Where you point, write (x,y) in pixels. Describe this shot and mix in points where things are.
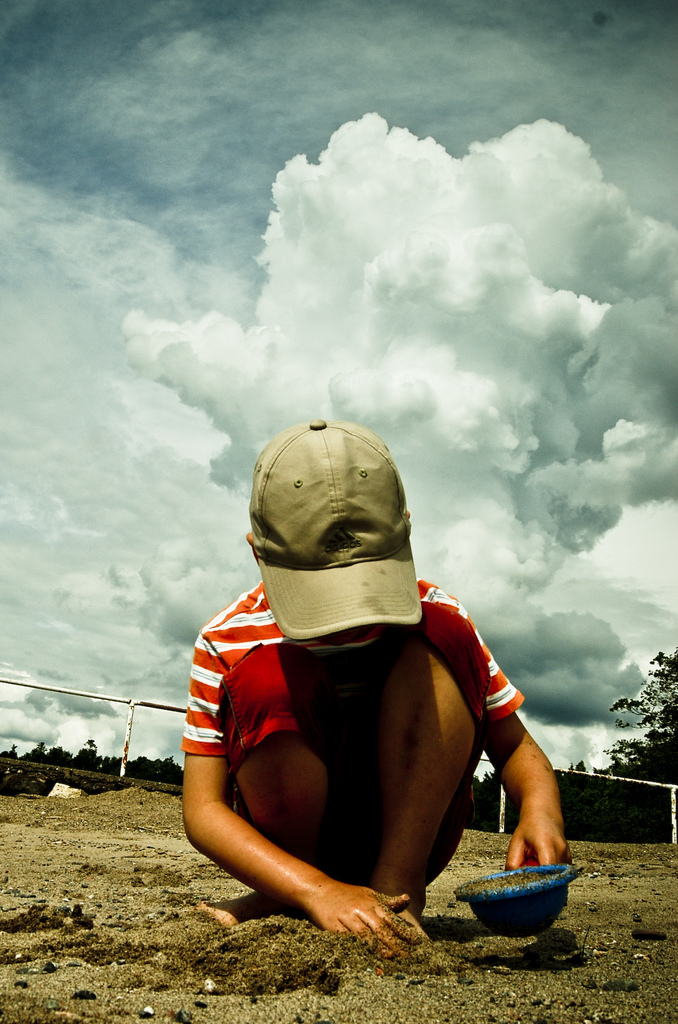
In this image I can see a boy (311,664) is sitting on the ground (445,932) and playing with the mud (314,953). He is holding a bowl (533,917) in hand (556,831). I can see a cap (326,551) on his head (331,554). In the background (613,755) there are some trees (630,799). On the top of the image (270,127) I can see the sky (321,306) and clouds (417,297).
